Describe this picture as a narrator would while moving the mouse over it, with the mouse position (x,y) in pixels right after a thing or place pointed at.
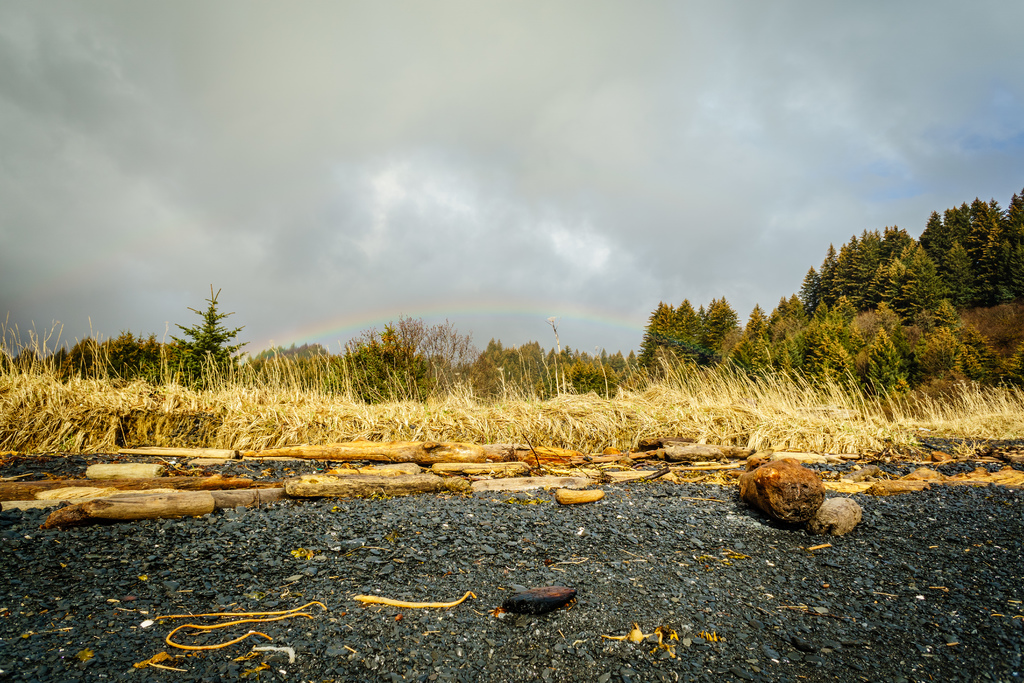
In this image I can see few stones (456,518). Background (251,421) I can see dried grass (263,427), trees (721,354) in green color and sky (534,250) in blue and white color.
